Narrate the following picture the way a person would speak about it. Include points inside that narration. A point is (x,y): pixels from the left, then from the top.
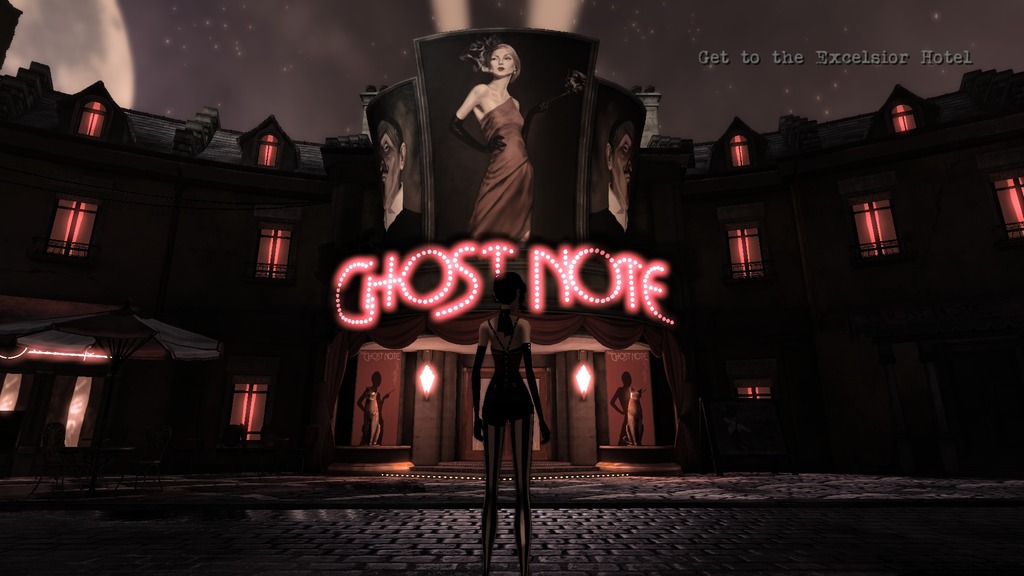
In this picture we can see an animated image of a person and in the background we can see a building (750,191), posters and few objects (767,453), in the top right of the image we can see some text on it.
